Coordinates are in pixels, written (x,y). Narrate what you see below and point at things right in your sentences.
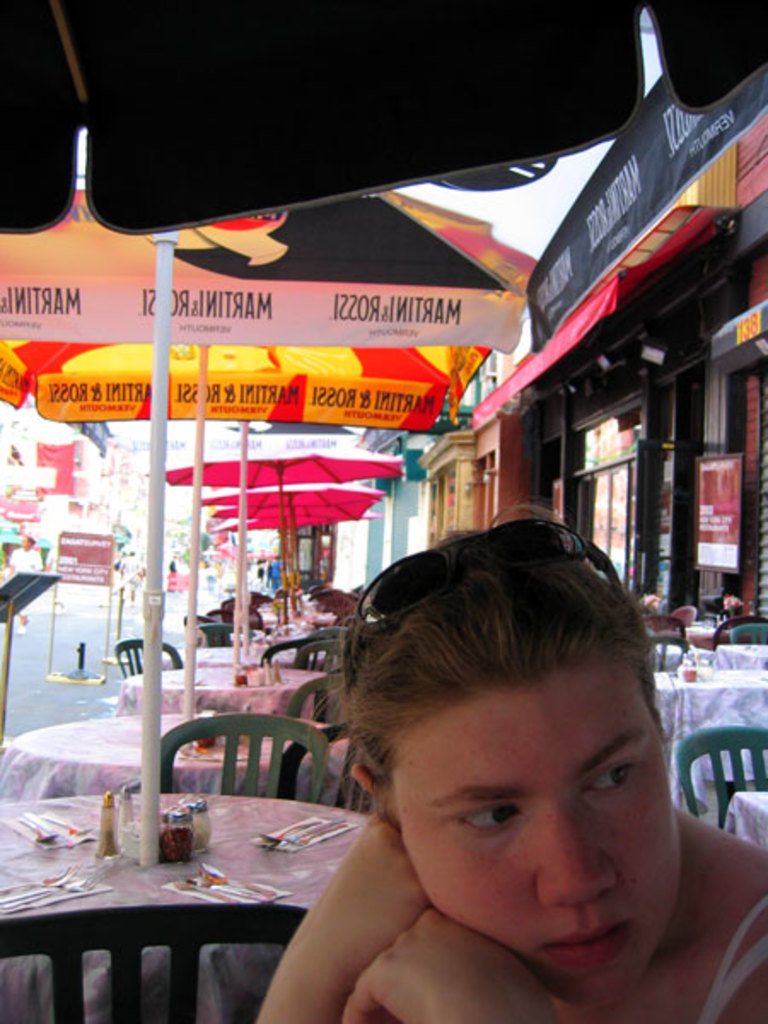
In this picture I can see there is a woman (600,882) sitting and she is looking at the right side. There are few tables (300,808) and chairs (293,766) in the backdrop (155,844), with umbrellas (327,356) and there is a building (653,419) on right side (663,473) and there is a walkway (49,604) at left side (44,647).
